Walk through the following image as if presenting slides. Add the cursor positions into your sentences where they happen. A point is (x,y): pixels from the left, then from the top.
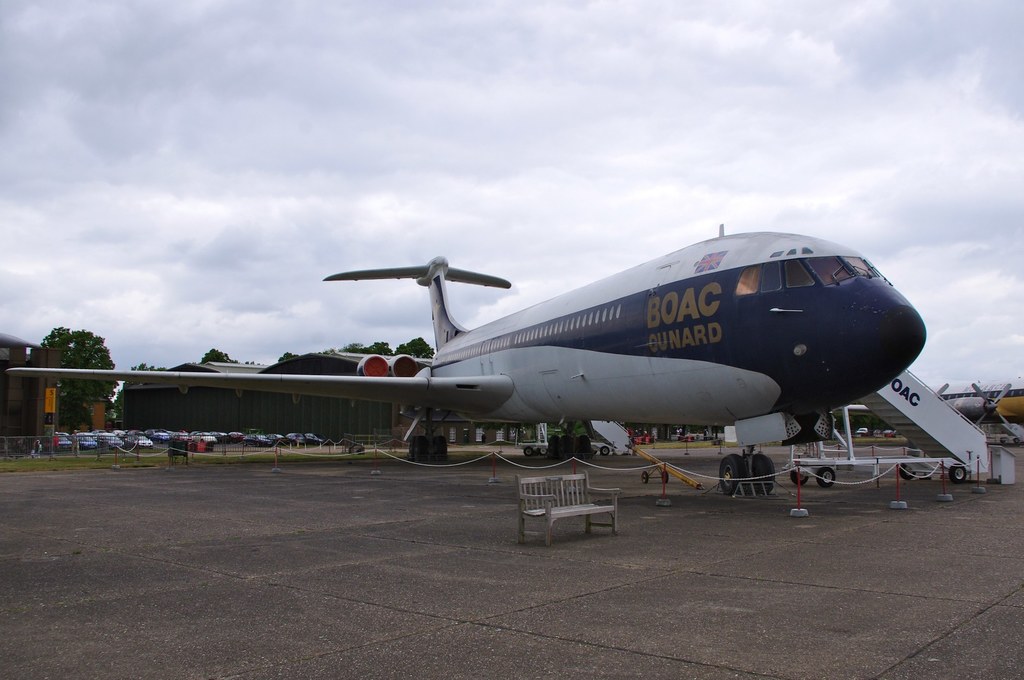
In this image I can see a airplane (431,290) and in the background (224,428) I can see number of vehicles (118,433), buildings (319,399) and few trees (49,333). I can also see cloudy sky (249,259).
